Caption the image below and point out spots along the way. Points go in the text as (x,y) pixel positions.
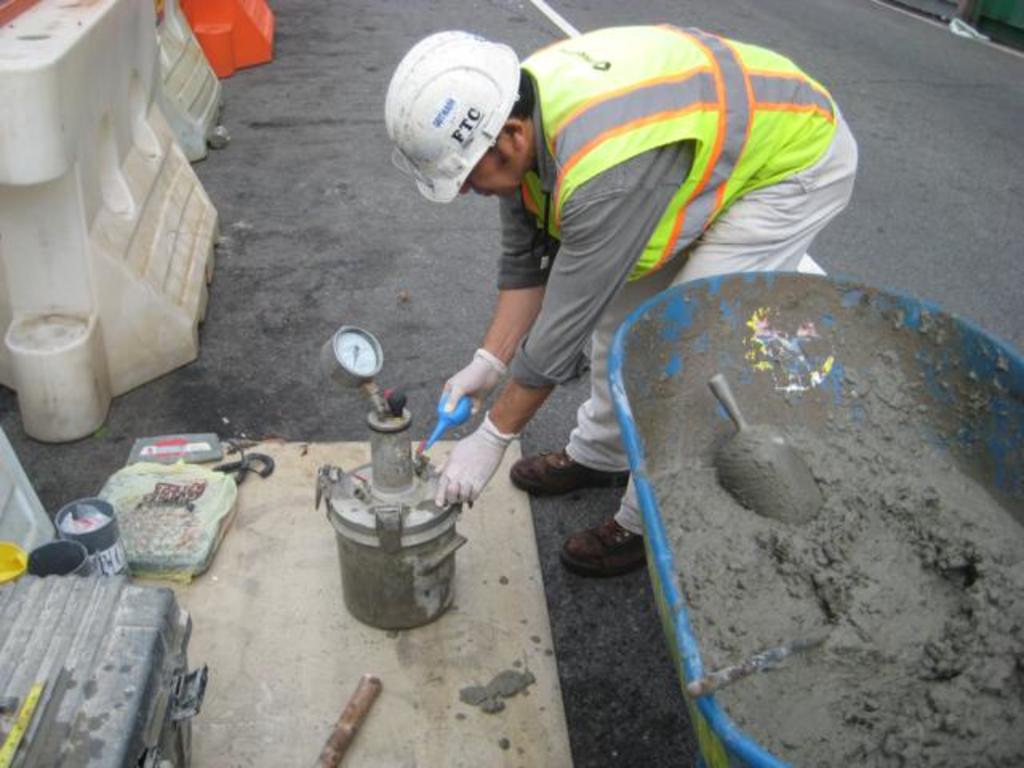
In this image there is a person (760,142) holding some object (385,494). In front of him there are a few objects (57,535) on the road (357,412). On the right side of the image (919,416) there is a cement (858,465) and some objects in the tub (758,555).
